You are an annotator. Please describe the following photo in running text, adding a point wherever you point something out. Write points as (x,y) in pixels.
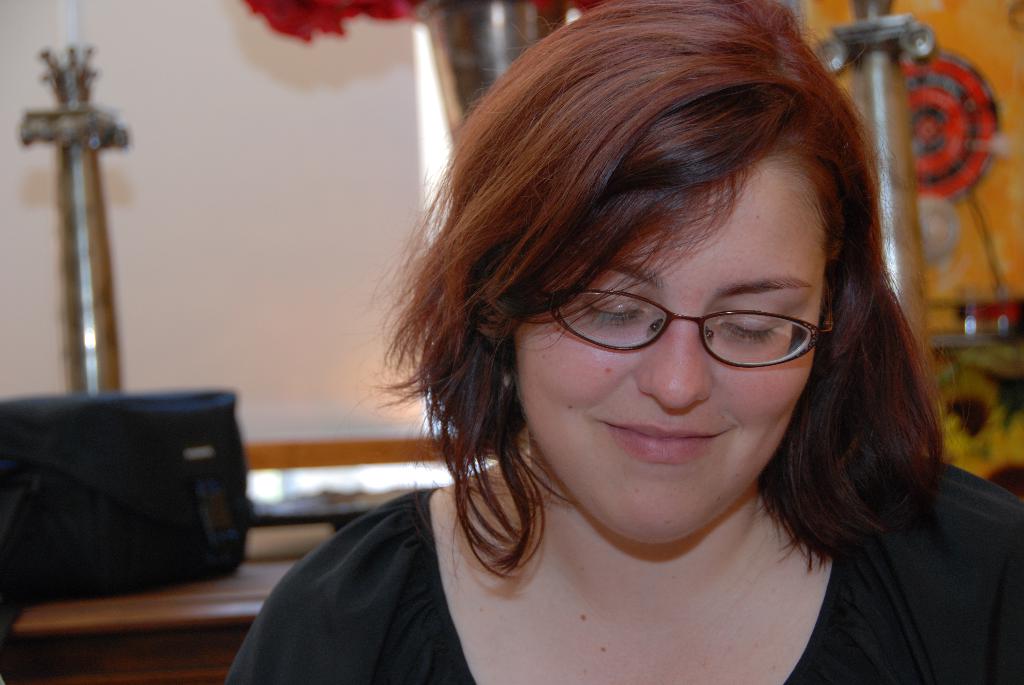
In this image, we can see a person (537,399) wearing clothes (315,600) and spectacles (754,335). In the background (367,435), image is blurred.
